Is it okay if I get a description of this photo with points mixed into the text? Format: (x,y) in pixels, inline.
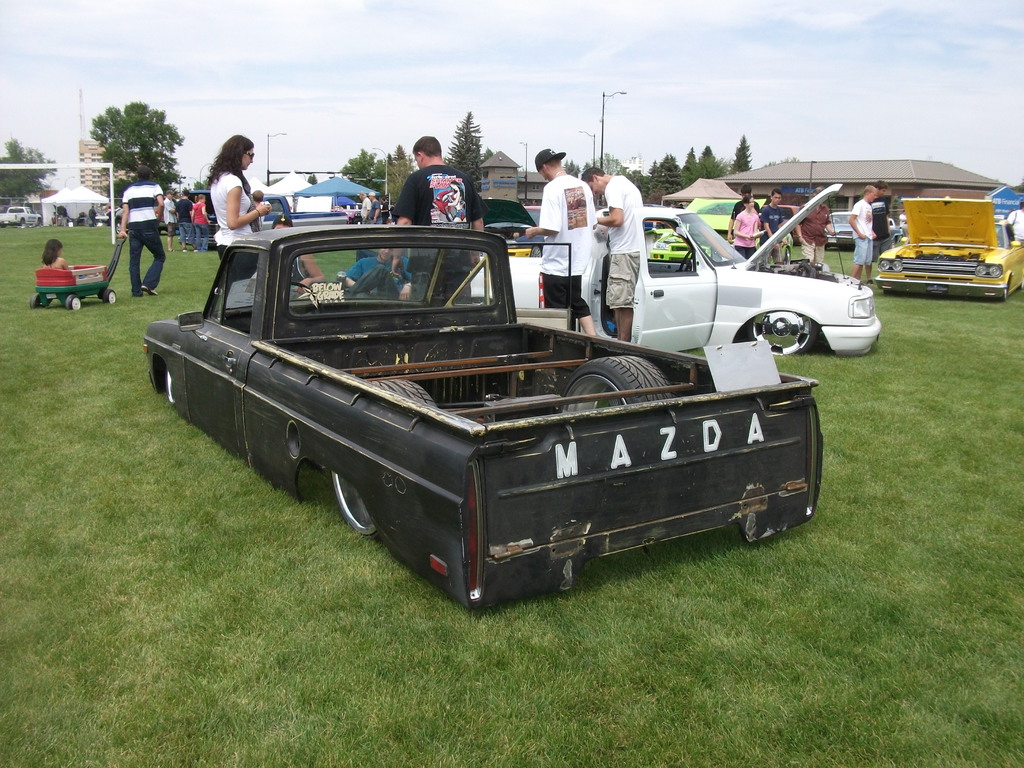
In this image we can see motor vehicles (510,262) on the ground (132,575), persons (416,180) standing on the ground (121,284), child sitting in the cart (93,274), parasols (69,200), tents (696,186), buildings (530,186), street poles (596,155), street lights (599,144), trees (367,158) and sky (518,139) with clouds (816,117).
